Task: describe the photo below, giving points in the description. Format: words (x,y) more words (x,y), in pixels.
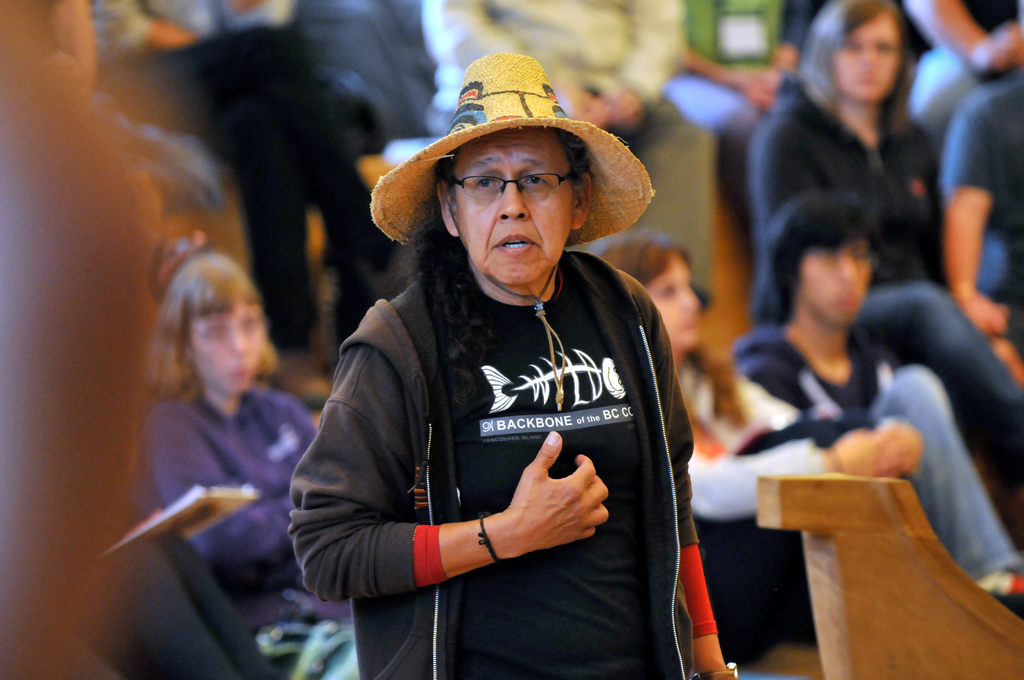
In the foreground of this image (474,421), there is a woman (564,405) in black colored dress (625,443) and also wearing a brown hat (538,112). In the background (838,42), there are persons (771,135) sitting.
